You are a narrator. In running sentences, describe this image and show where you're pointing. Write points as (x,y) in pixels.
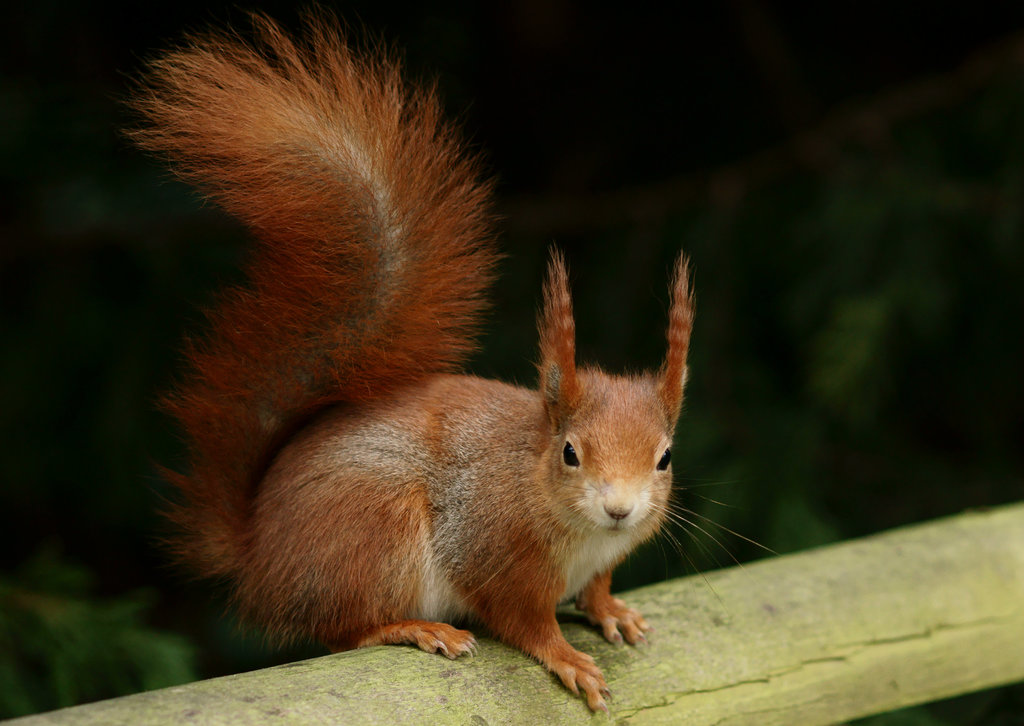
In this picture we can see a squirrel (369,285) and blurry background (905,339).
